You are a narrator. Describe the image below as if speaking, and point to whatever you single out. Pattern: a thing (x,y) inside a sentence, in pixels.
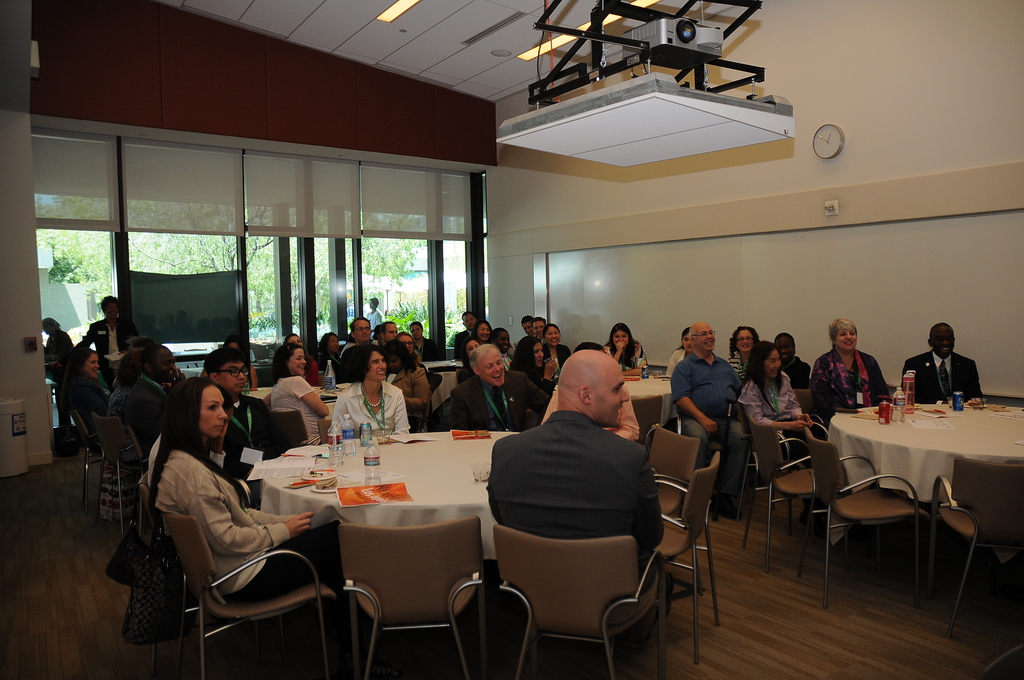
In this picture there are group of people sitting on the chairs (172,537) around the table (357,448) and there are windows (482,242) at the left side of the image (304,301) and a projector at the right side of the image (761,91), it seems to be a meeting and there are glasses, bottles (331,452) and papers (366,494) on the table (464,447).
